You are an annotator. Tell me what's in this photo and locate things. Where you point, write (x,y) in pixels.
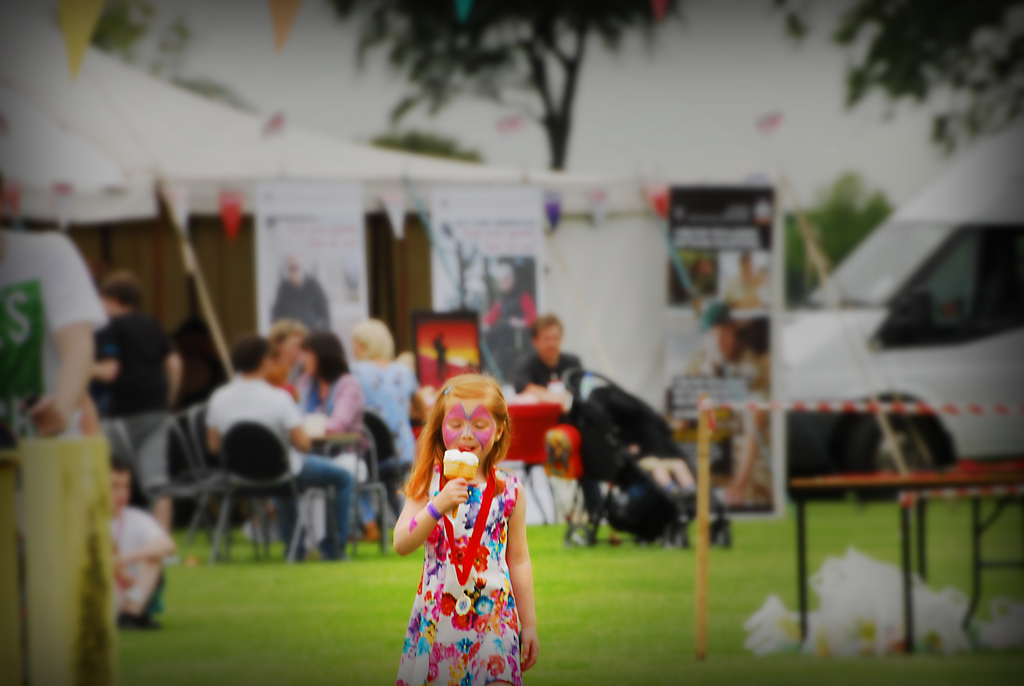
In this picture we can see a girl (443,640) holding an ice cream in her hand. We can see a person (128,584) sitting in the grass (211,627). There is another person (62,335) standing on the left side (52,426). We can see few people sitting on the chair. There are some posters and few color papers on the tent (149,300). We can see a vehicle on the right side (1000,214). A child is seen in the baby carrier (635,420) which is in the grass (224,635). Few trees (377,0) are visible in the background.
